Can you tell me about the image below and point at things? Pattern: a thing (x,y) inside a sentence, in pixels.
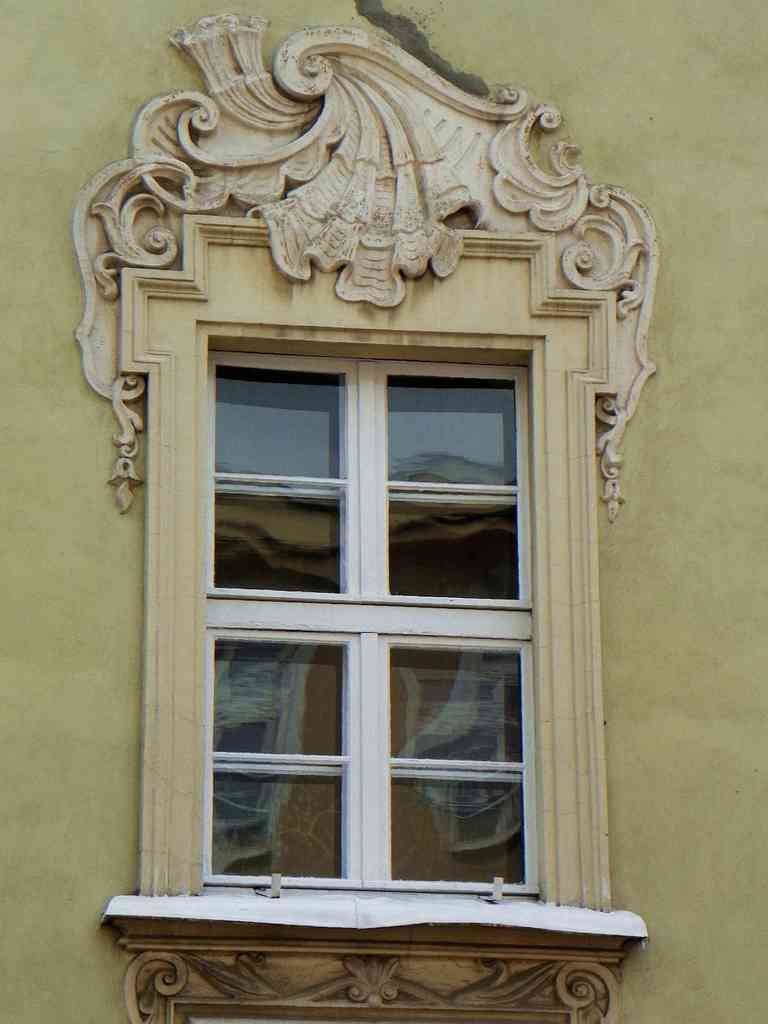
In this image I can see the window (345,539) to the wall (638,562). The wall (723,584) is in cream color.
